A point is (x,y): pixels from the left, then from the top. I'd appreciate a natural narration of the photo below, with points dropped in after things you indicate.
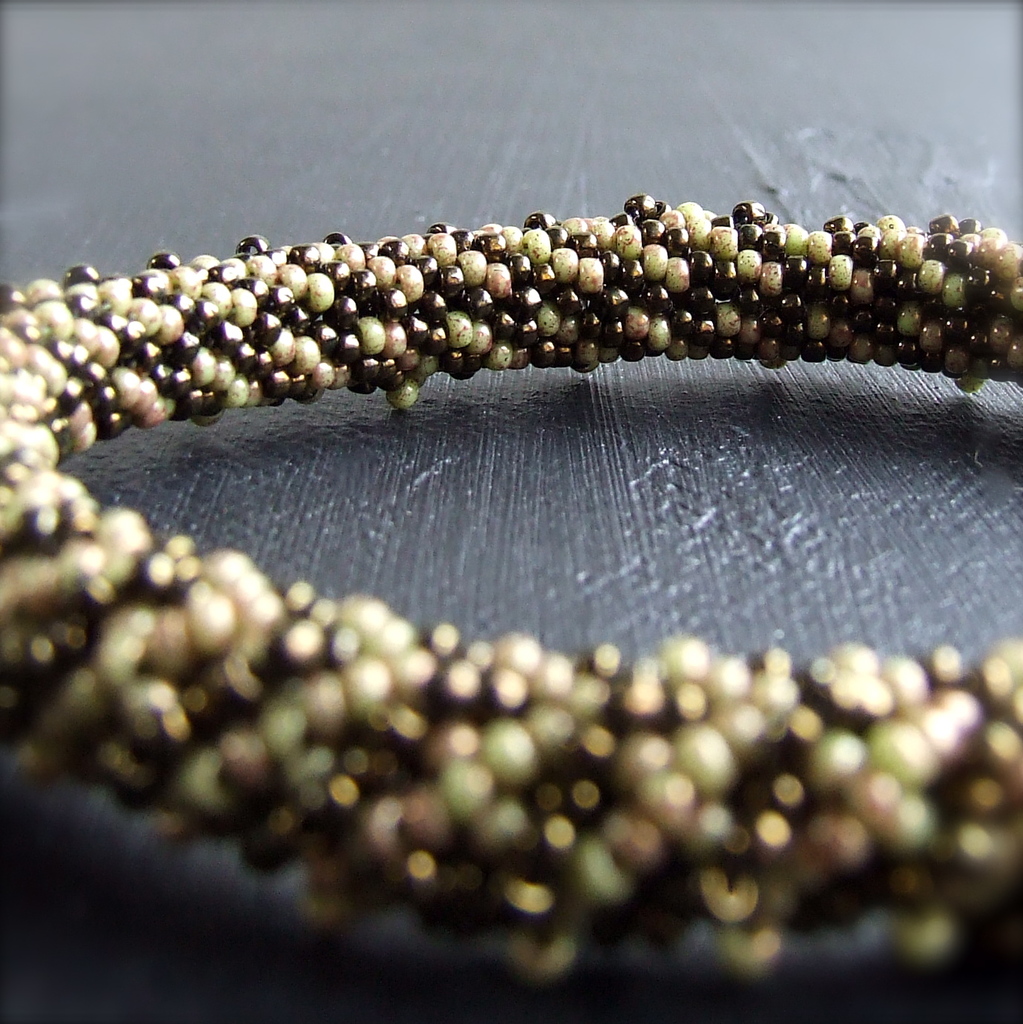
This image consists of a bangle (220,403), kept on a table (405,593). The table (631,552) is in black color.
